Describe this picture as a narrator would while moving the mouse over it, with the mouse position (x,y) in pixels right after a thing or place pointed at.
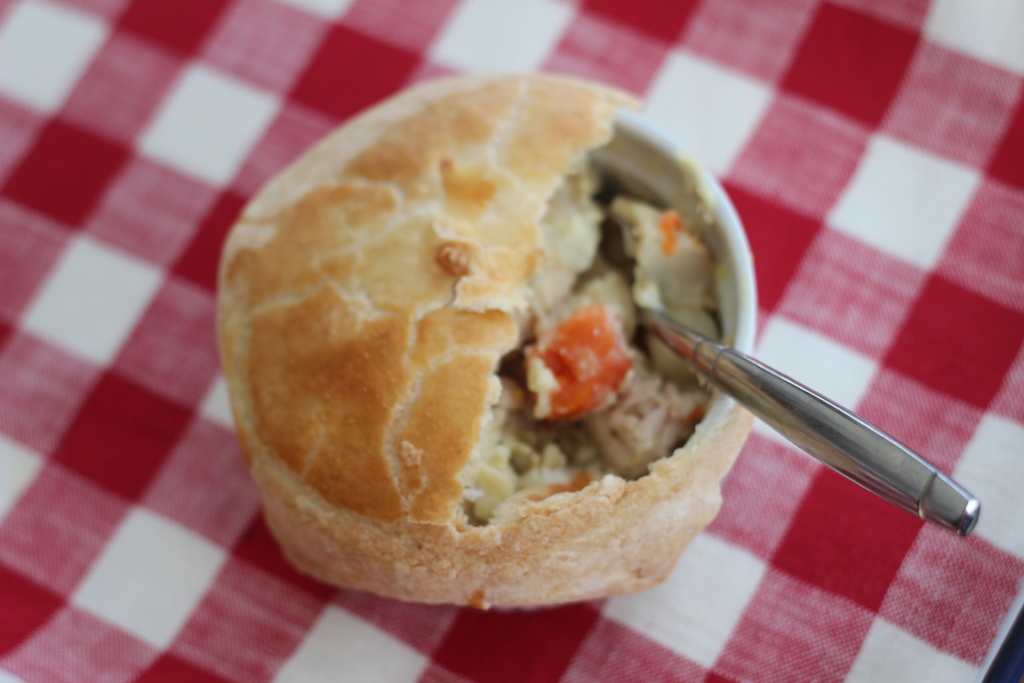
In this picture there is food (538,261) in the bowl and there is a spoon (837,459). At the bottom (739,460) there is a red and white check cloth (118,278).
